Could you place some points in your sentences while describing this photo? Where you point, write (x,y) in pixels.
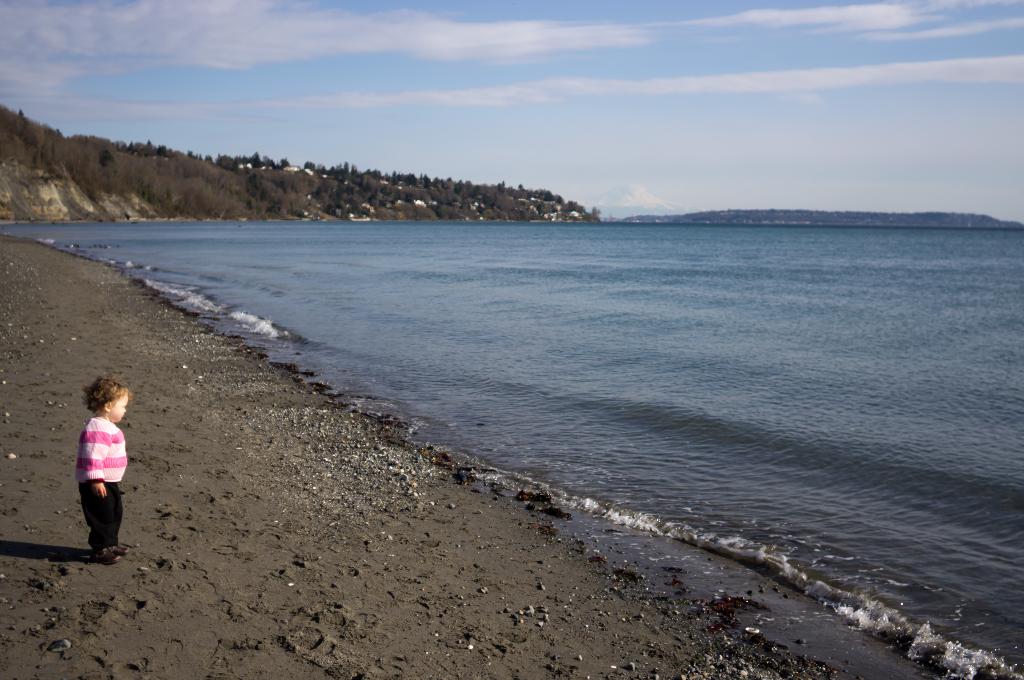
In this image we can see a child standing on the sea shore (159,536). We can also see some stones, a large water body (658,465), a group of trees (284,205) on the hills (359,203) and the sky (641,97) which looks cloudy.
